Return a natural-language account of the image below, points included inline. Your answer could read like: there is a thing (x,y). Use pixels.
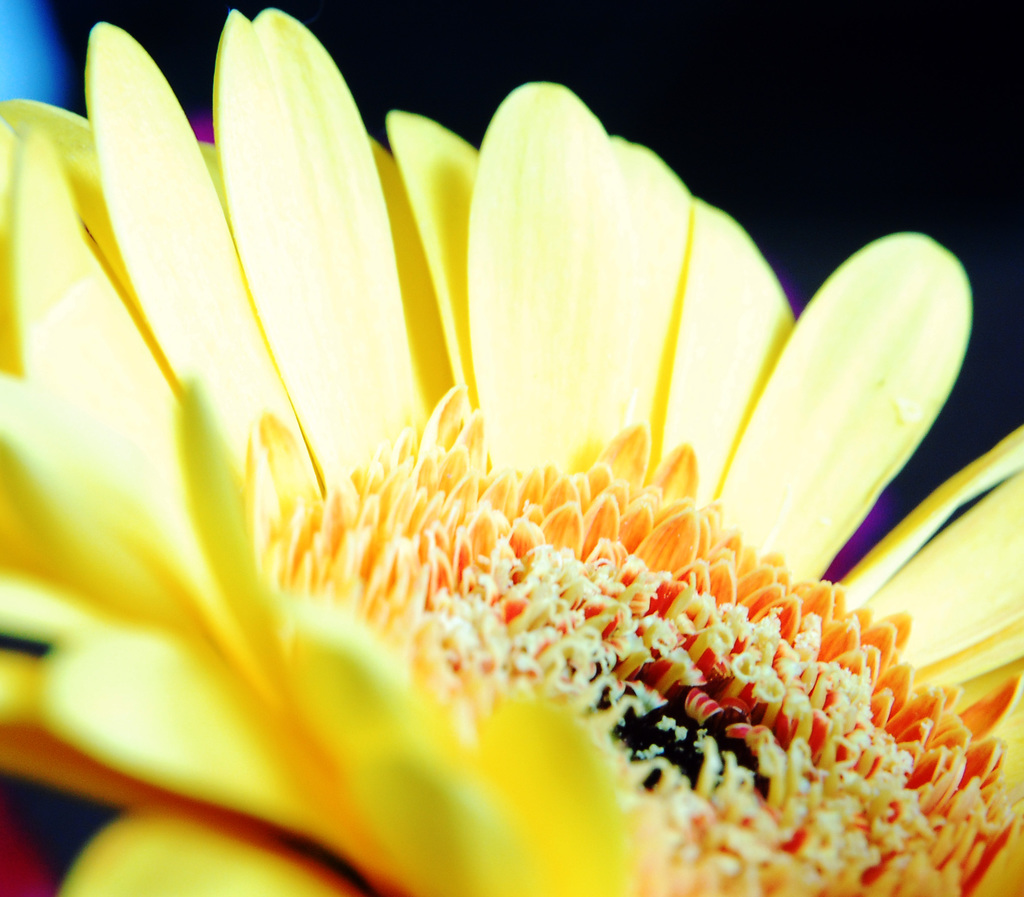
In this picture we can see a yellow flower (799,352).
